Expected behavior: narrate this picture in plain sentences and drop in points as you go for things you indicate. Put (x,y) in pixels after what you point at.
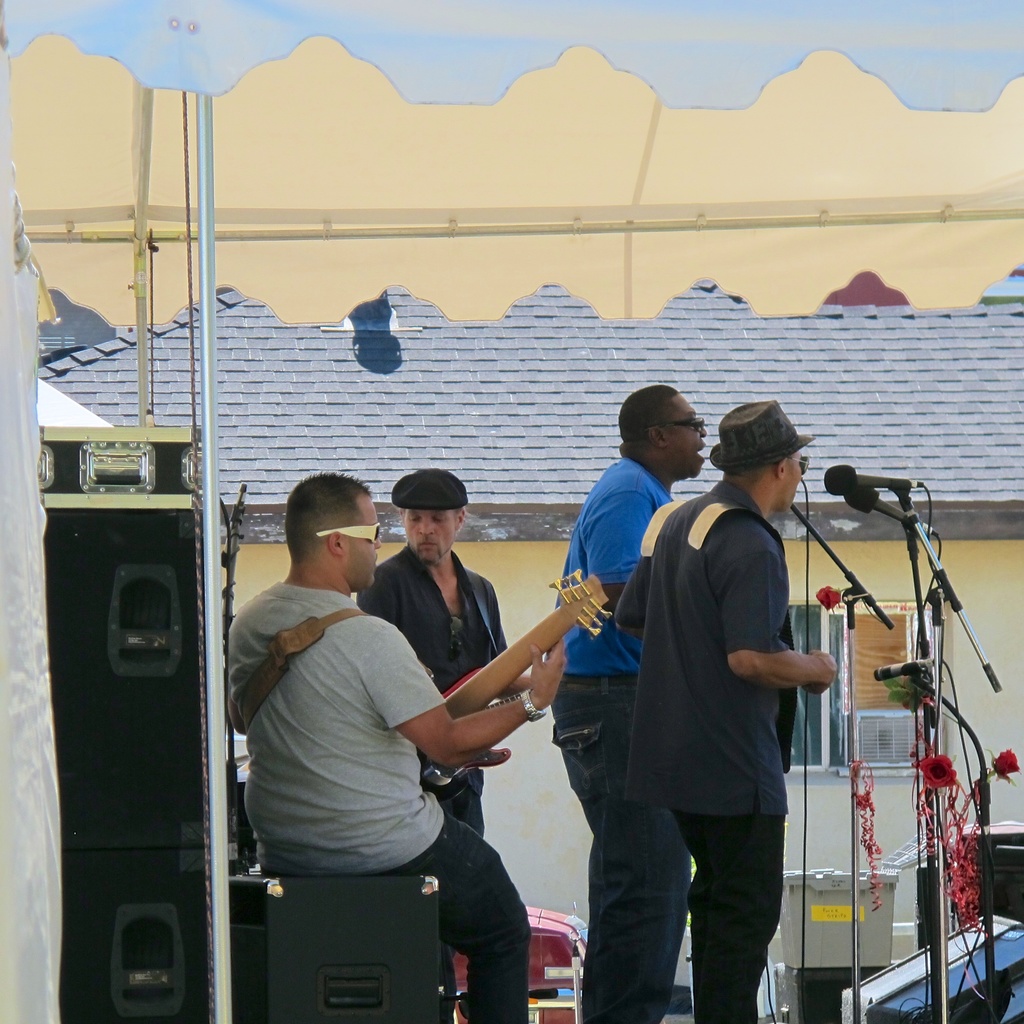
In this image there are people (464,948) playing musical instruments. In front of them there are mike's (856,889). Beside them there are a few objects (825,935). In the background of the image (552,342) there is a building (552,297). On the left side of the image (57,526) there is a speaker (123,611).
